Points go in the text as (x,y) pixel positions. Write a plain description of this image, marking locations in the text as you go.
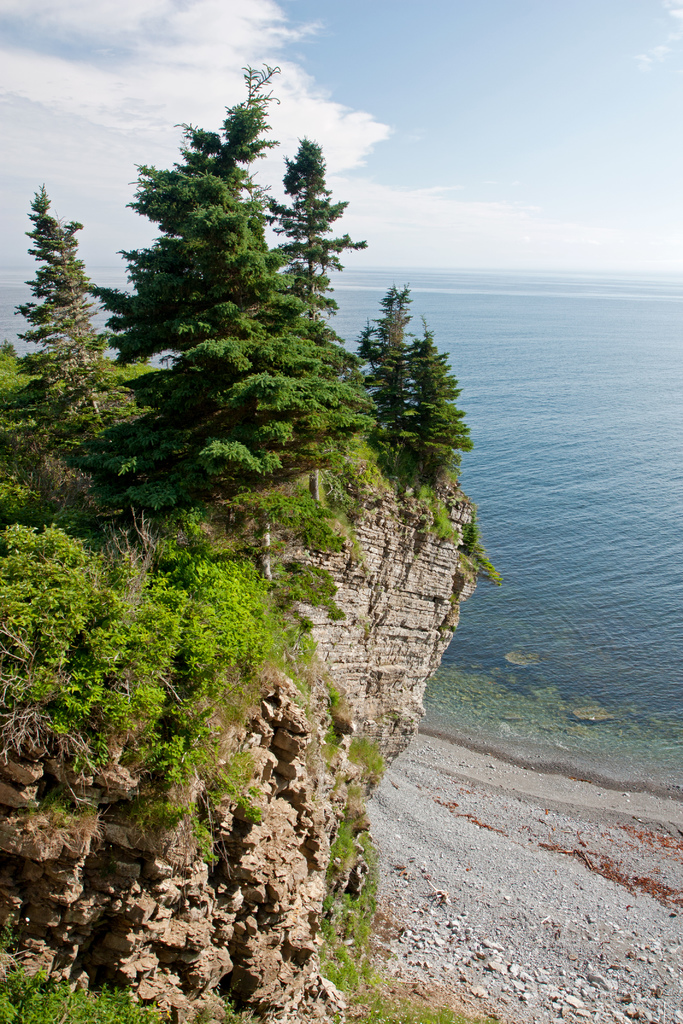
In this image we can see plants (291,504), rocks (366,539), water (465,466) and in the background (336,93), we can also see the sky (100,131).
